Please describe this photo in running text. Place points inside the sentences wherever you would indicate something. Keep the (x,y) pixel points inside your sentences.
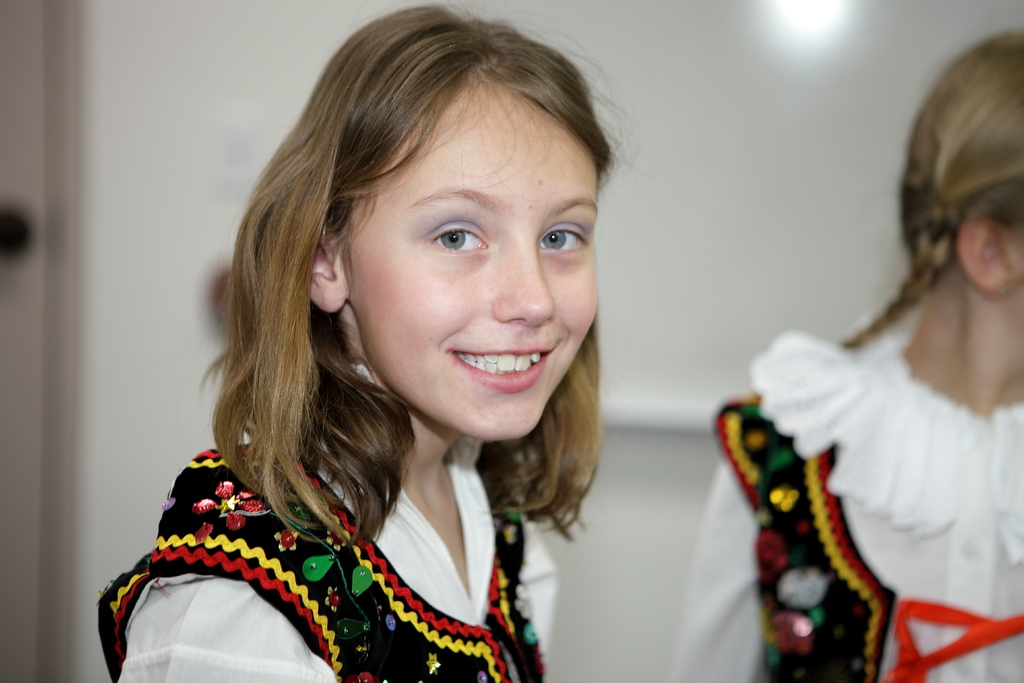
In this image we can see two girls (598,436). In the background of the image (189,67) there is white color wall (267,48).
